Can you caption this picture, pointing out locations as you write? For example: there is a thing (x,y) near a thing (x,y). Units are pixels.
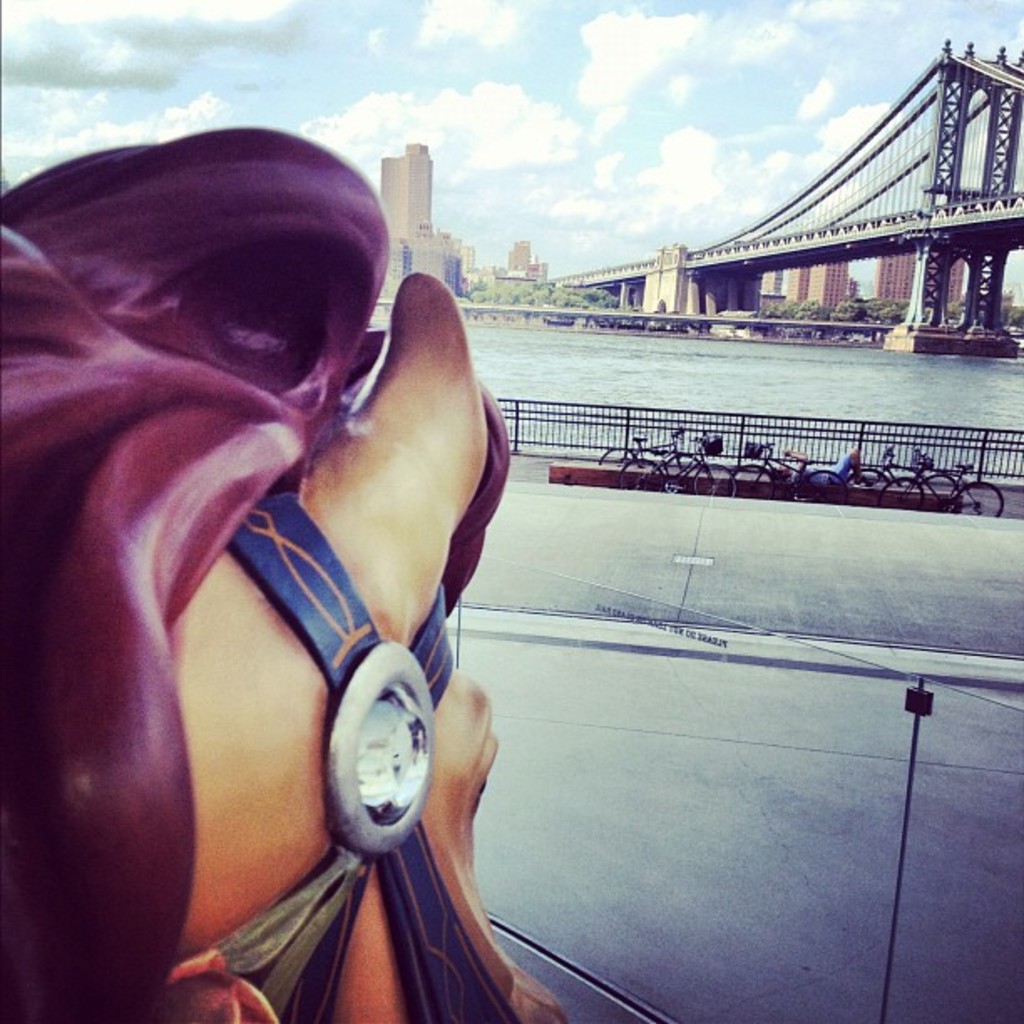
In this picture we can see bicycles (667,466), fence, road (742,618), water (747,388), bridge (917,270), trees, buildings (471,274) and in the background (645,118) we can see the sky (485,118) with clouds (422,121).
